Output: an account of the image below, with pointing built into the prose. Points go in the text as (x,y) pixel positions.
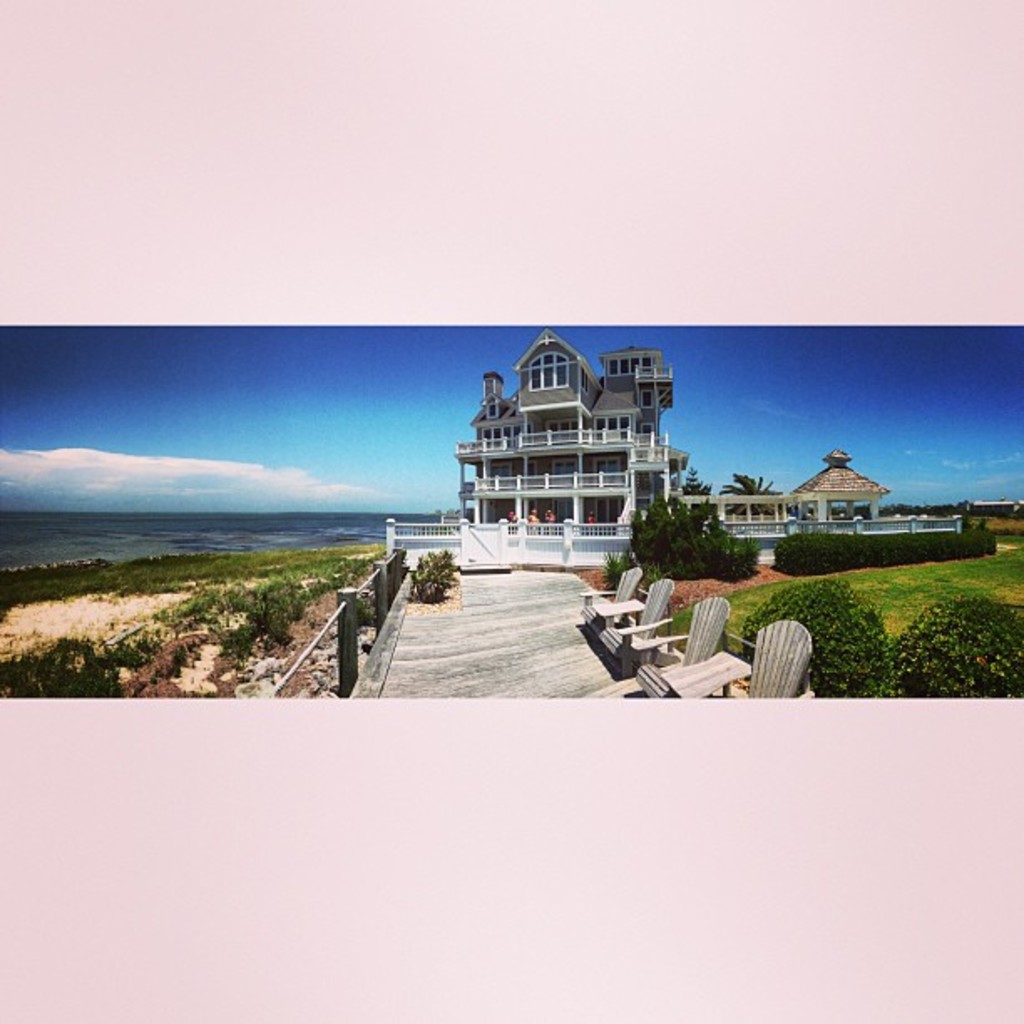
In the image it looks like a resort (625,495), beside the resort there is a beach (355,538) and in front of the resort (516,521) there is a garden (790,578) with many plants (791,591) and grass (880,589), there are few people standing in front of the resort (515,525).
